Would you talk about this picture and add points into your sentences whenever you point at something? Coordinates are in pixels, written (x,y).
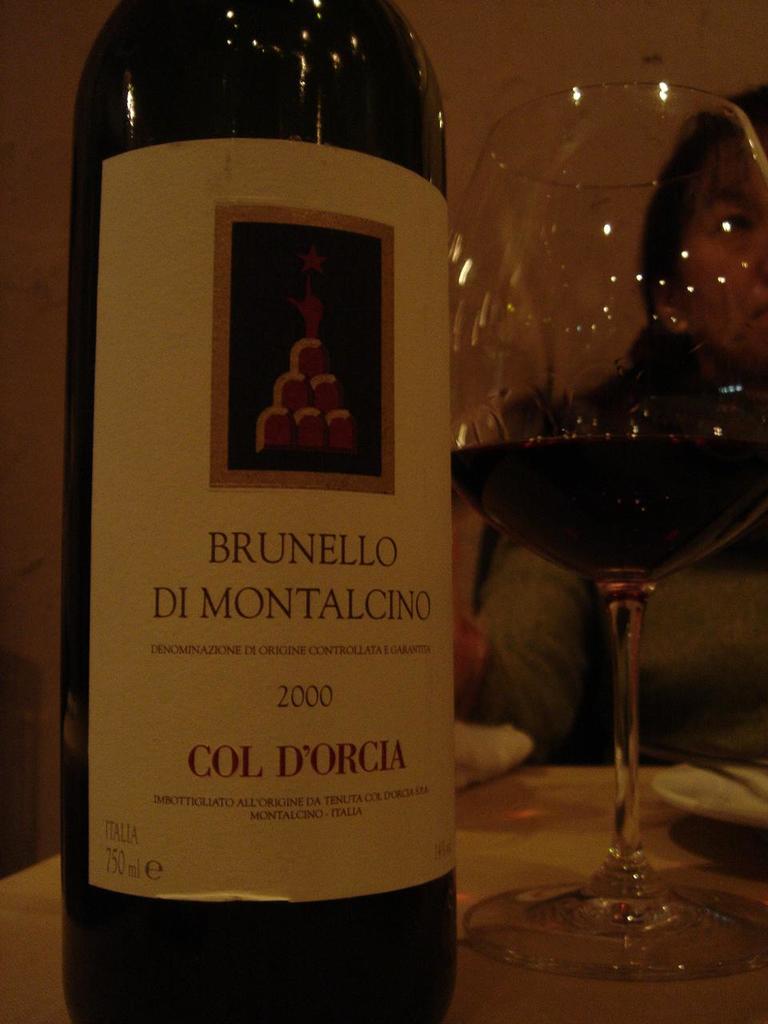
In the image there is a bottle (277,400) and beside the bottle (424,642) there is a glass (595,381) with some drink (620,478), in the background (690,194) there is woman (584,628).
